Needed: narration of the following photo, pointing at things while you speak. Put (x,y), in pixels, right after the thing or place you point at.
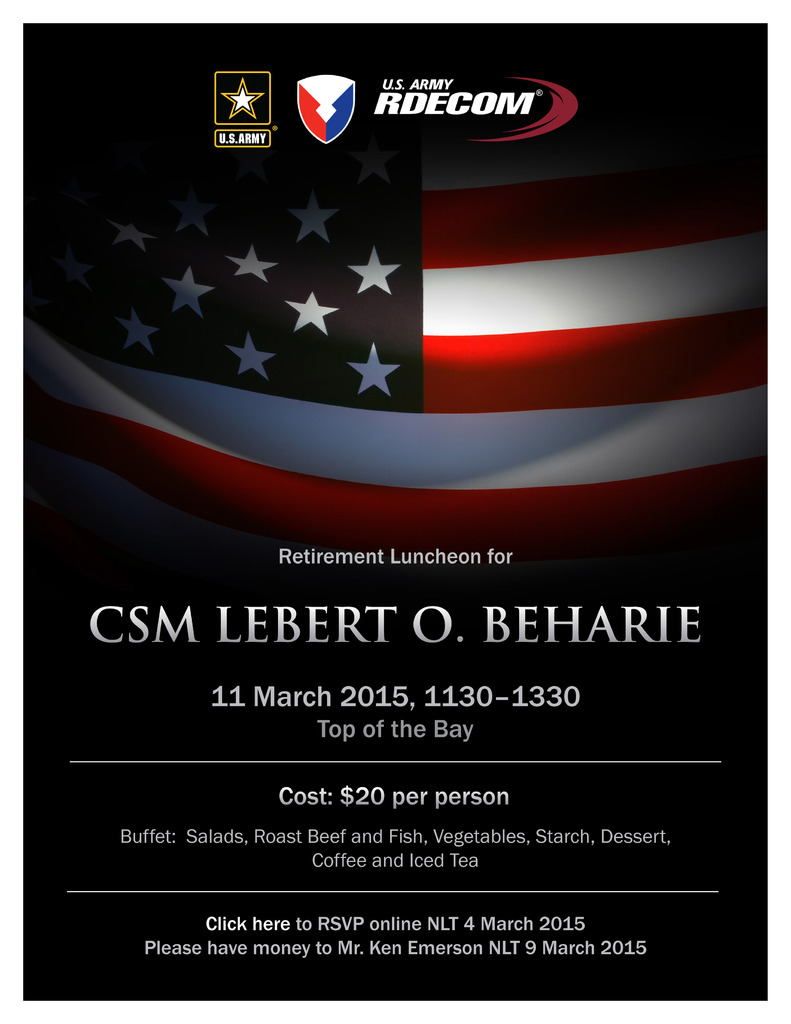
In this image we can see an advertisement (334,569) with a picture (370,518) of a flag (365,473) and some text (342,844) on it.
